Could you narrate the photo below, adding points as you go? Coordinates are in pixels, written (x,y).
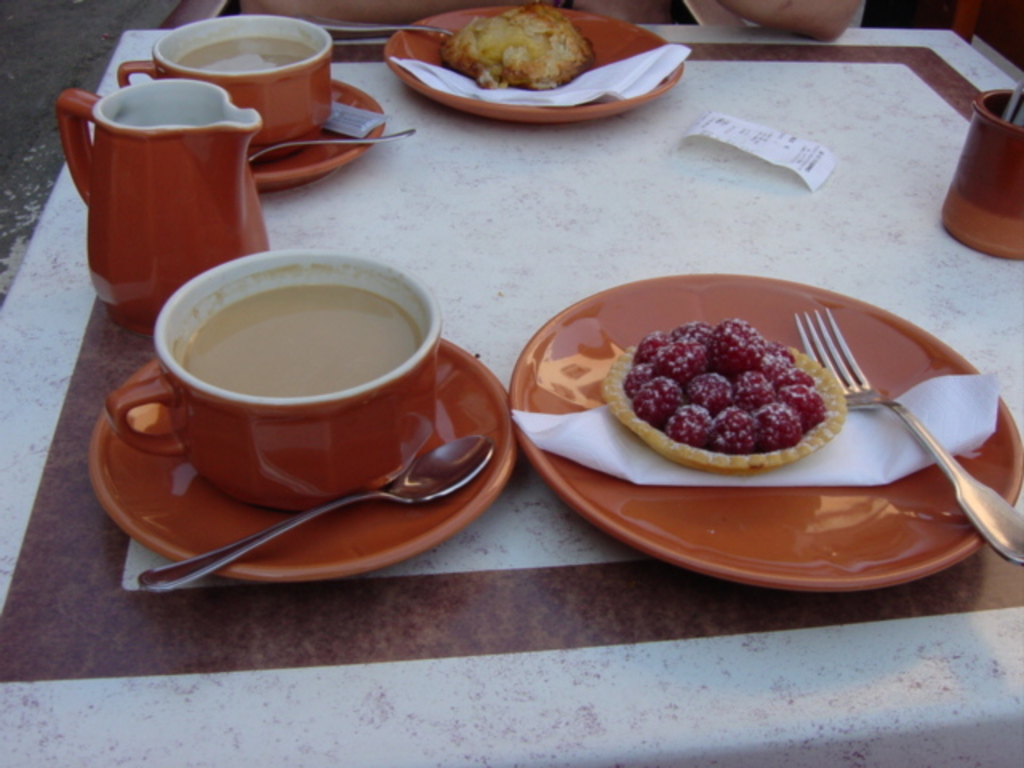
In this image I can see a plate (666,509) with food (711,398), cup (229,395) with saucer (334,553), jug (152,242), spoons (237,552), forks (921,432), and the tissues (871,462). And these plates (878,510) are in orange color and there is a food (791,383) with red color. These are on the table (712,241). And I can see persons hands (328,5) on the table (562,534).
